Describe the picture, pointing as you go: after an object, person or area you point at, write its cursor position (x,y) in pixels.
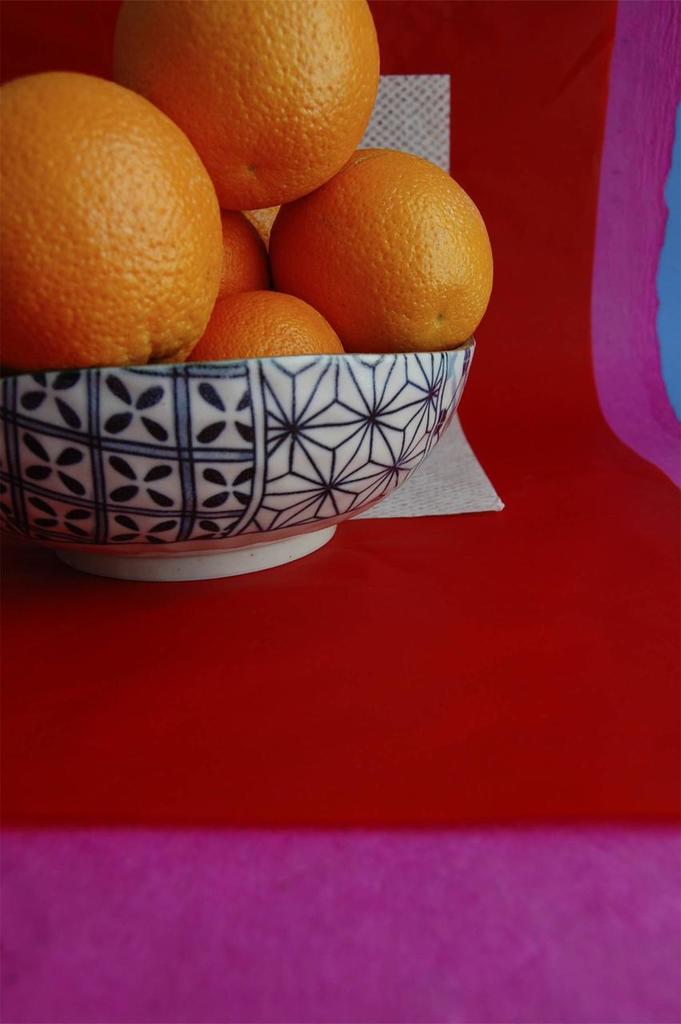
In this picture we can see fruits (268,329) in a bowl (224,495) and paper (457,510) on red cloth (542,660).
